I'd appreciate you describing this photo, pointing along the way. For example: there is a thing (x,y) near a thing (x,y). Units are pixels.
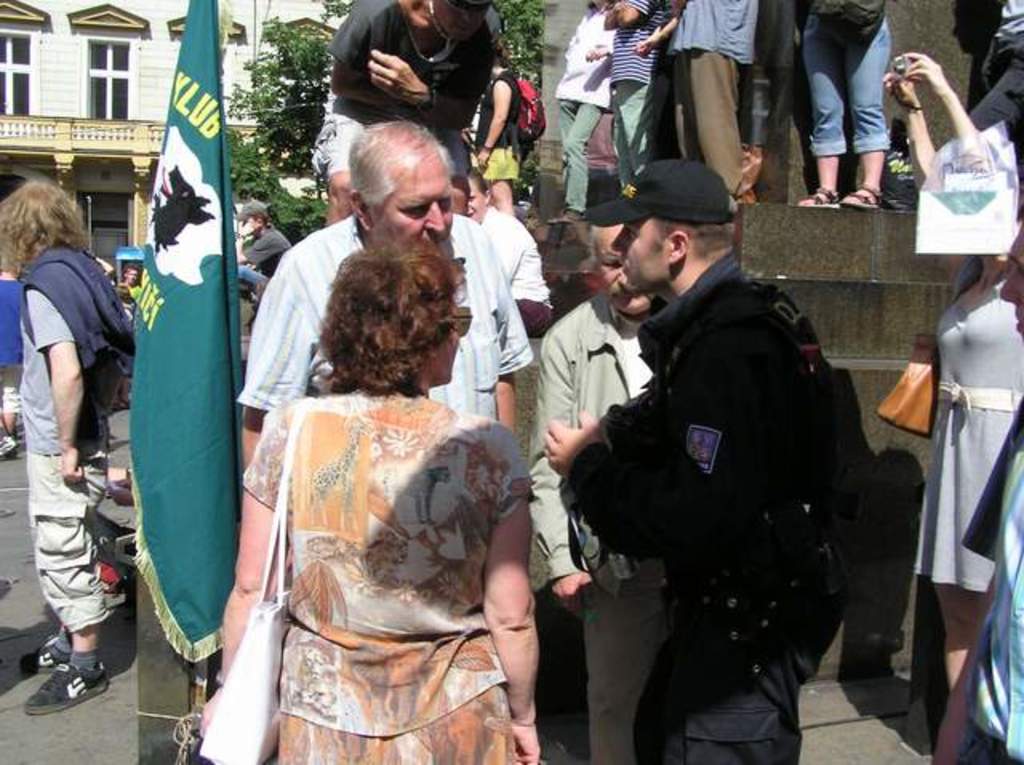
In this image there are people (568,88) doing different activities, in the left side (155,581) there is a flag (164,398), in the background (147,196) there is building (227,52) and a tree (321,38).
